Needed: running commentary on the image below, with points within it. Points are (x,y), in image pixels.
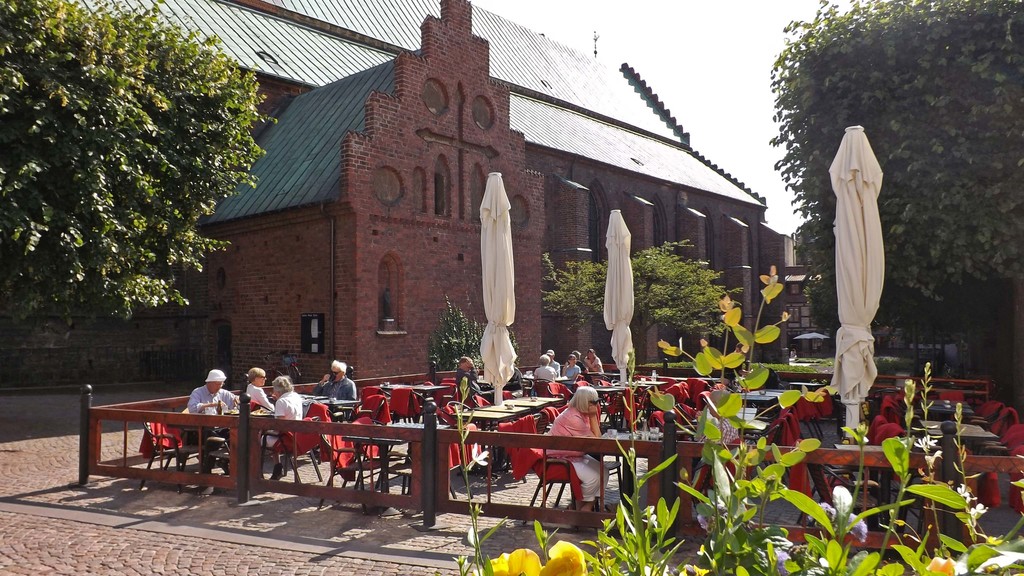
In this image I can see the group of people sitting on the chairs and there are tables (380,442) in-front of these people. I can also see many tables (516,412) and chairs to the side. And there is a railing (522,514) to the side. In the background (342,205) I can see the building (456,121). To the side of the building (477,318) I can see many trees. I can also see the sky (699,94) in the back (699,125).
